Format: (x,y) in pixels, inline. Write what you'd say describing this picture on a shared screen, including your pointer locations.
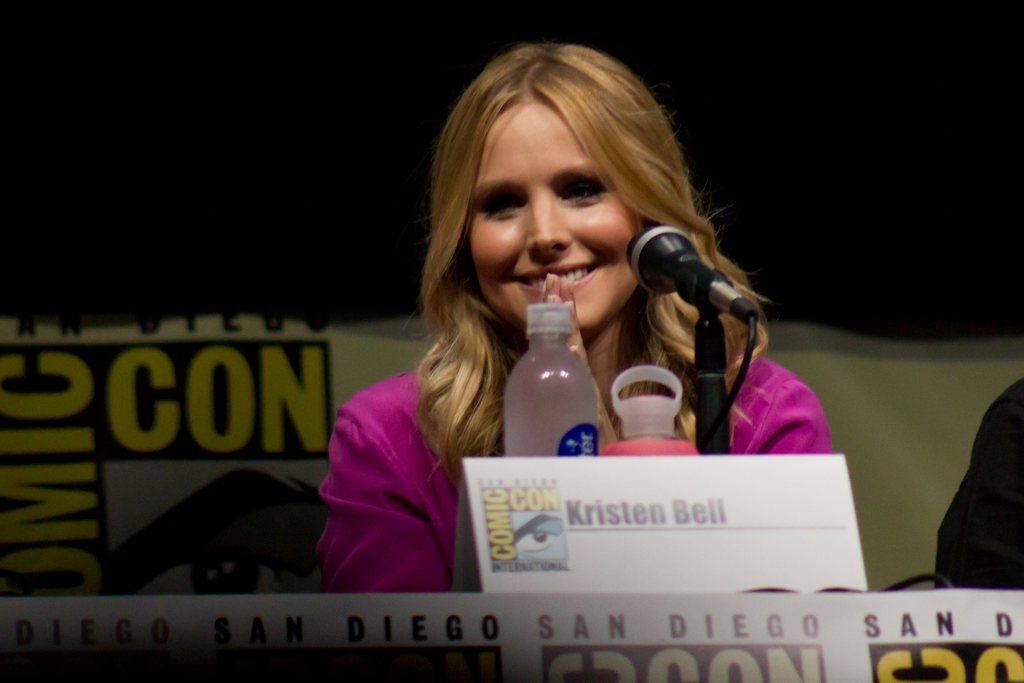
The picture is taken inside the closed room (525,486) and one woman (436,472) is sitting on the chair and she is wearing a pink dress (396,482), in front of her there are bottles (644,397), microphone (725,432) and name plate (704,578) on the table (327,673) and behind her there is one big poster (76,335).
